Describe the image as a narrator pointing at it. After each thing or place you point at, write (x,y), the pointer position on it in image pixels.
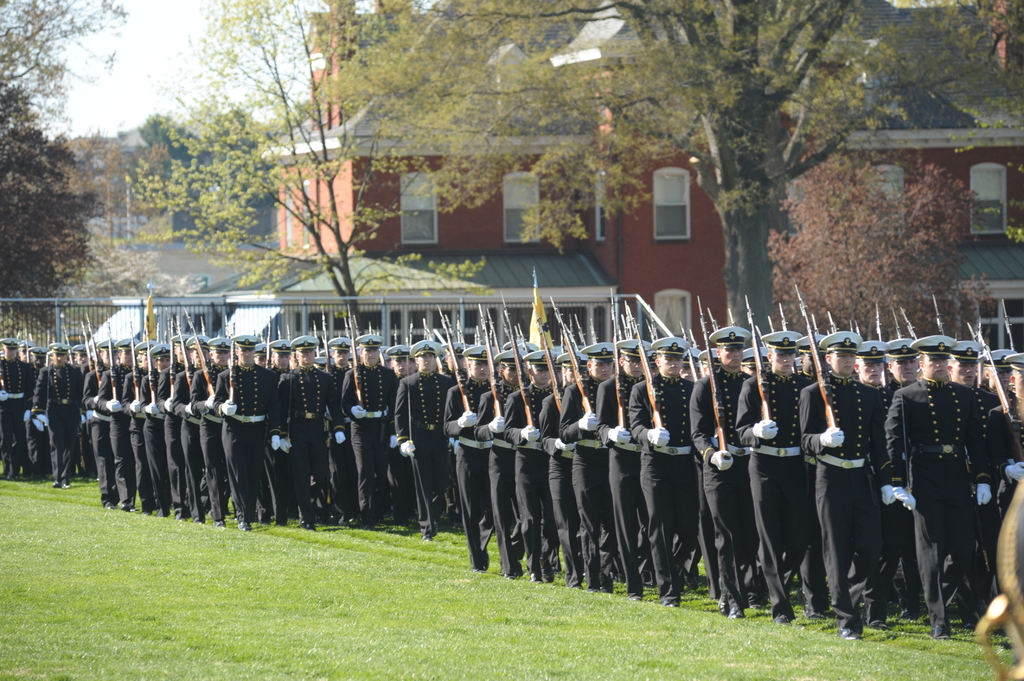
In this picture we can see group of people (533,434), they wore caps (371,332) and few people (473,364) holding guns (581,388), and they are walking on the grass (400,539), in the background (715,117) we can see few buildings (459,237) and trees (698,120).
